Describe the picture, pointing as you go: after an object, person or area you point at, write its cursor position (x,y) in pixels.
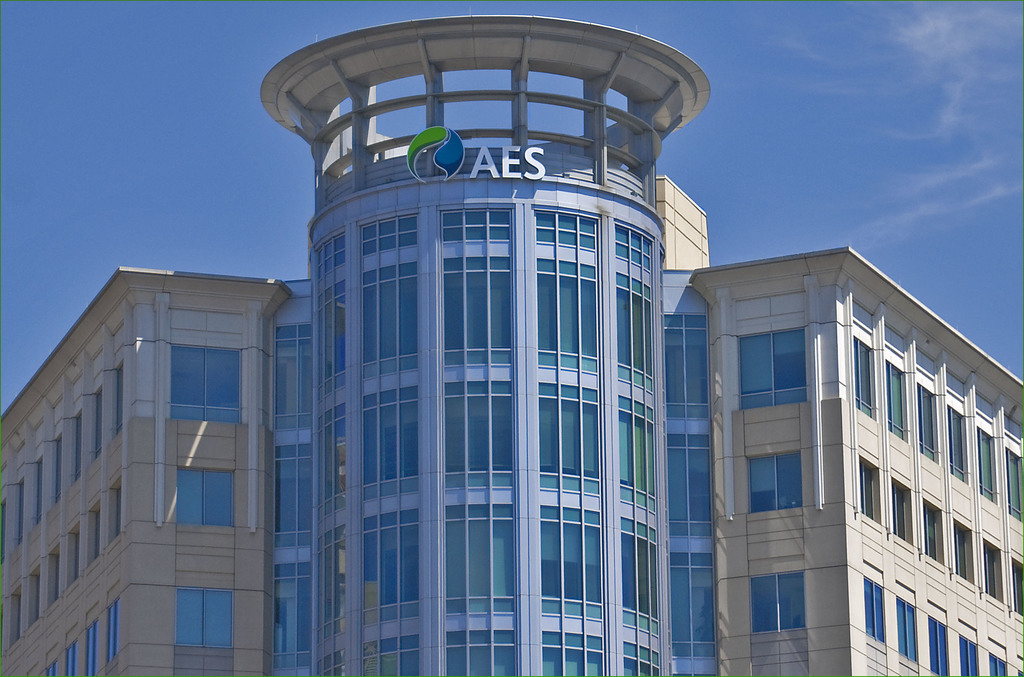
In this image we can see a building (513,391) and there is a blue sky (195,162) in the background (244,72).
